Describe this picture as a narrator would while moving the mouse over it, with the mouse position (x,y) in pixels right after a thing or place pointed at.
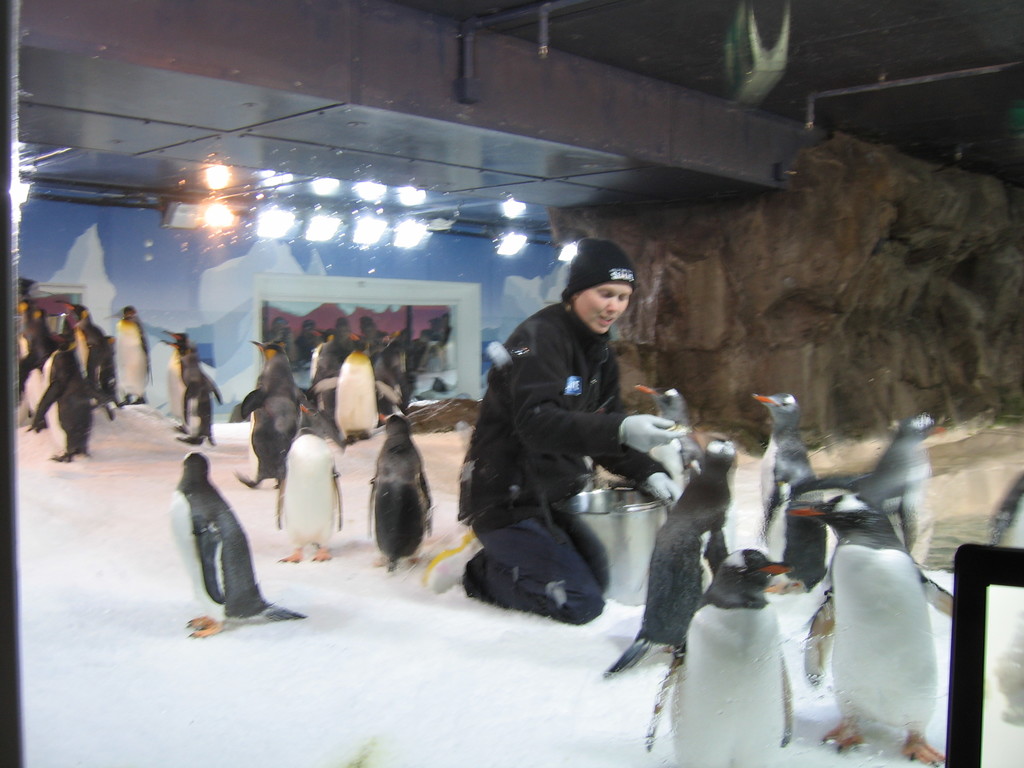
In this image I can see a person (603,265) on the ground (406,583) which is covered with snow (78,758) and there are lot of penguins (663,633) in the background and there are lights (429,231) too.
